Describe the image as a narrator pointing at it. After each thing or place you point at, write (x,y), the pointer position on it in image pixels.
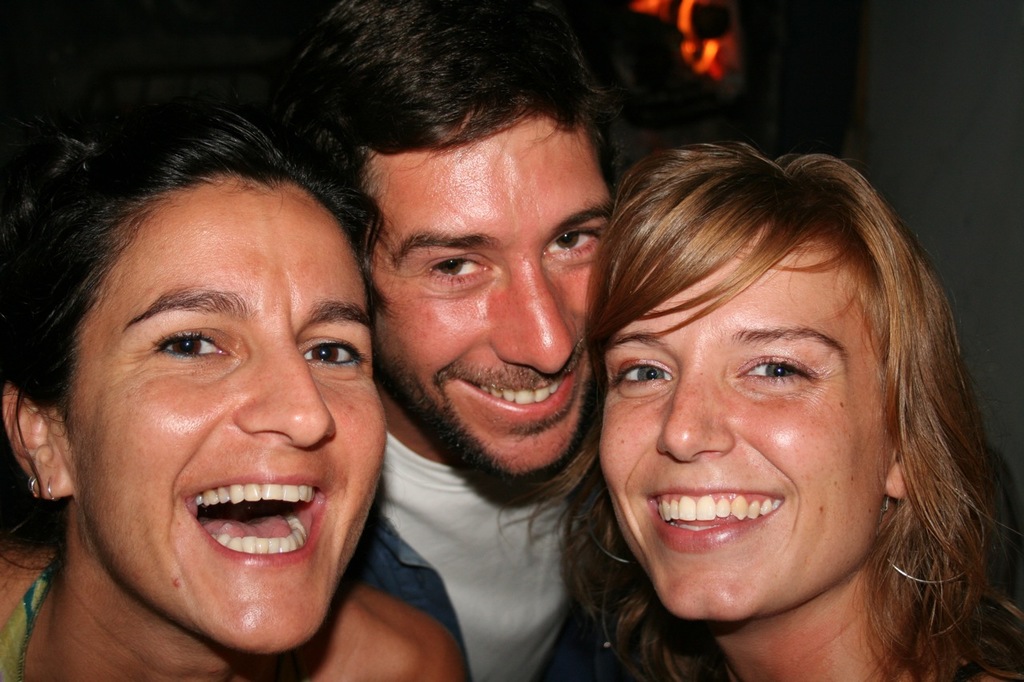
There are people (477,230) laughing in the foreground area of the image (505,143).
